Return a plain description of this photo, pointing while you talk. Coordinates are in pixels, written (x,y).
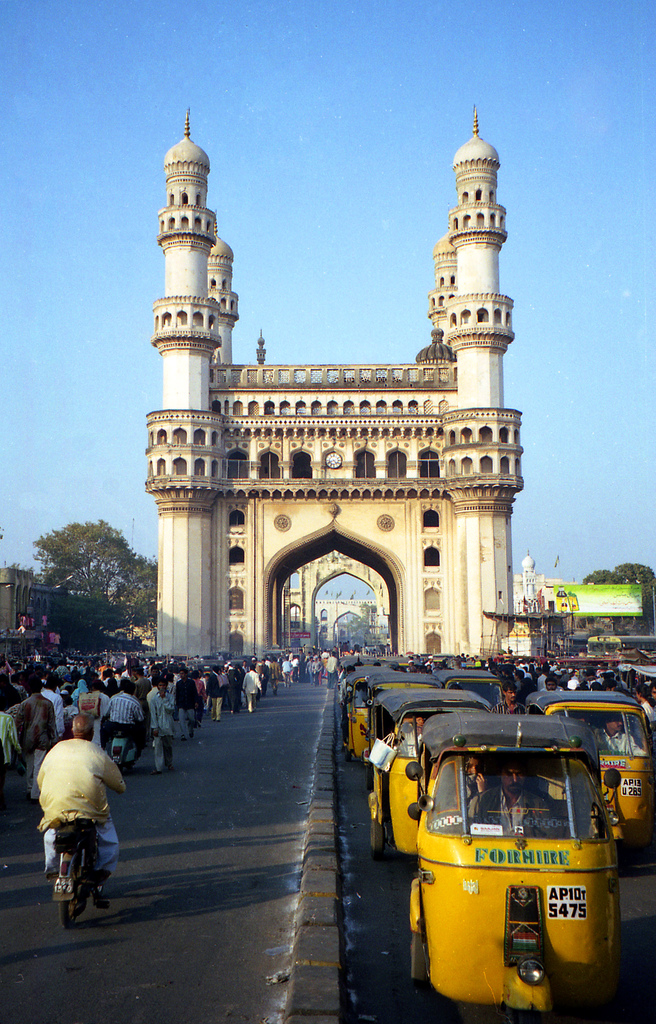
In this image, we can see the Charminar (415,447). We can see the ground (305,746). There are a few vehicles (639,722) and people (109,704). We can see some arches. We can see a board (604,593) with some text (630,594). There are a few trees (68,639). We can also see a shed (543,625). We can see the sky (646,444) and a building (20,598) on the left (26,619). We can see a tomb (528,579).
